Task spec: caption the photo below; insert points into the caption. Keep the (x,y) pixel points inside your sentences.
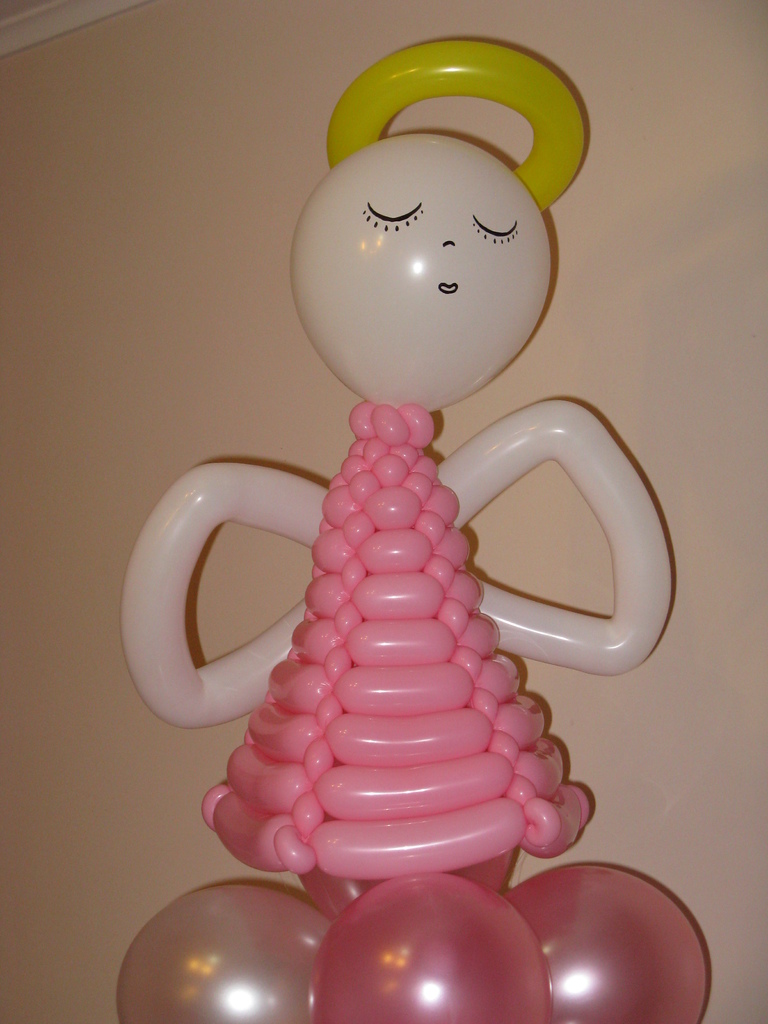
This is the picture of a doll (385,663) which is made up of some different shapes of balloons (359,504).
